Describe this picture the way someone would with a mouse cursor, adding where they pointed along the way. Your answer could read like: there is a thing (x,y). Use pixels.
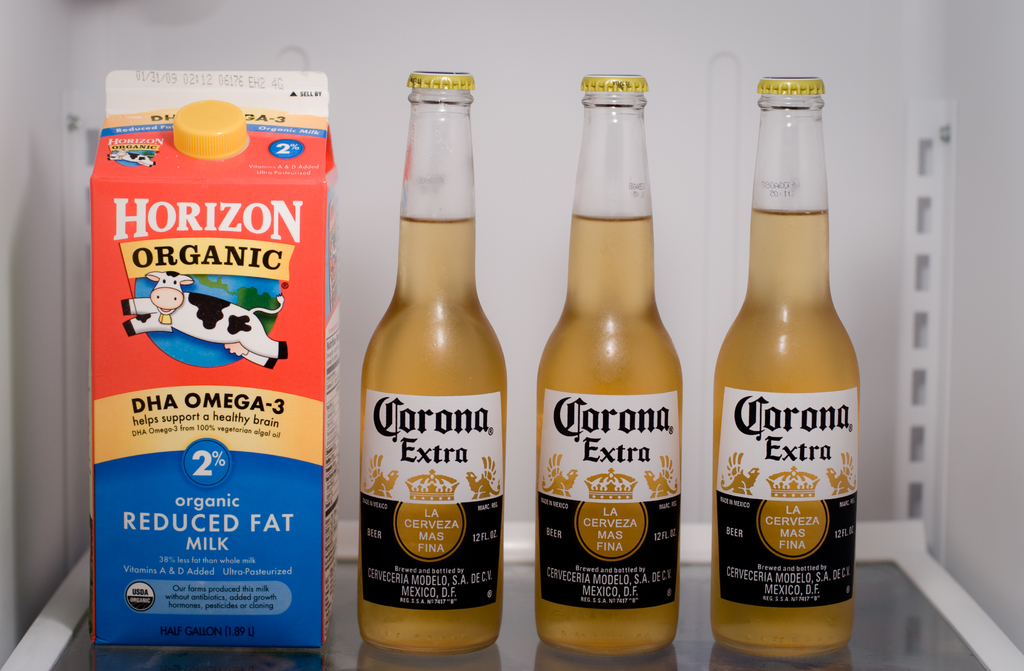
In this image there are three bottles (667,391) and an object (209,217) on the shelf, there are labels (626,445) to the bottles (592,477) and the wall (446,53).
